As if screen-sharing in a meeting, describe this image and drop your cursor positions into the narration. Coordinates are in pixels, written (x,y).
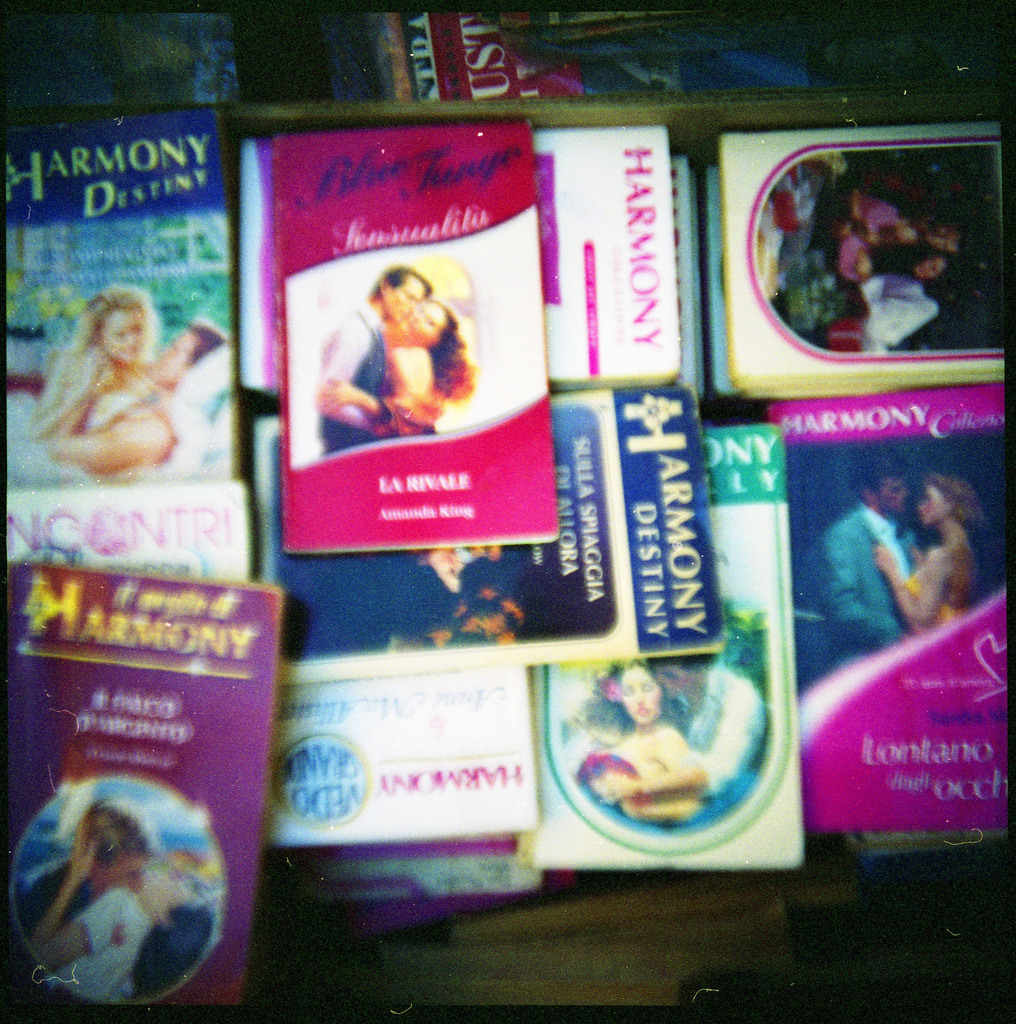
In this image, we can see so many books (761,472) are placed on the surface (584,951).
